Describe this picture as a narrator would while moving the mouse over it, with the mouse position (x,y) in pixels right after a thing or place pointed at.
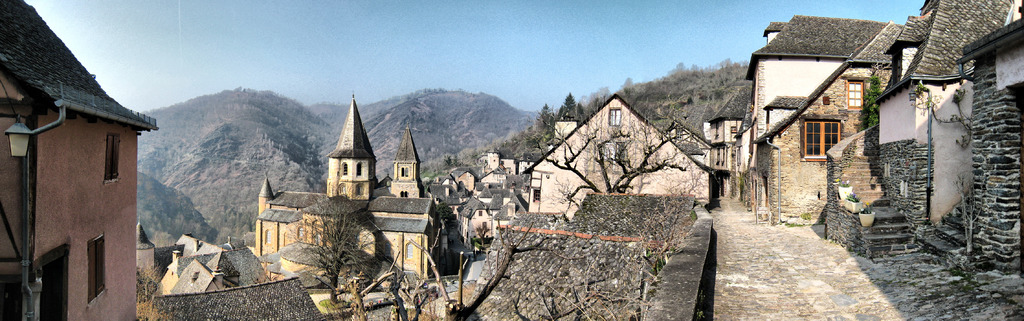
In this picture we can see houses (605,139), roof (48,51), electric light (21,144), pole (27,131), grass (326,300), trees (332,288), floor (752,269), stairs (858,188), flower pots (853,201), pipe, windows (839,138), plant (919,84), mountains (387,120). At the top of the image (535,31) we can see the sky (539,21).
